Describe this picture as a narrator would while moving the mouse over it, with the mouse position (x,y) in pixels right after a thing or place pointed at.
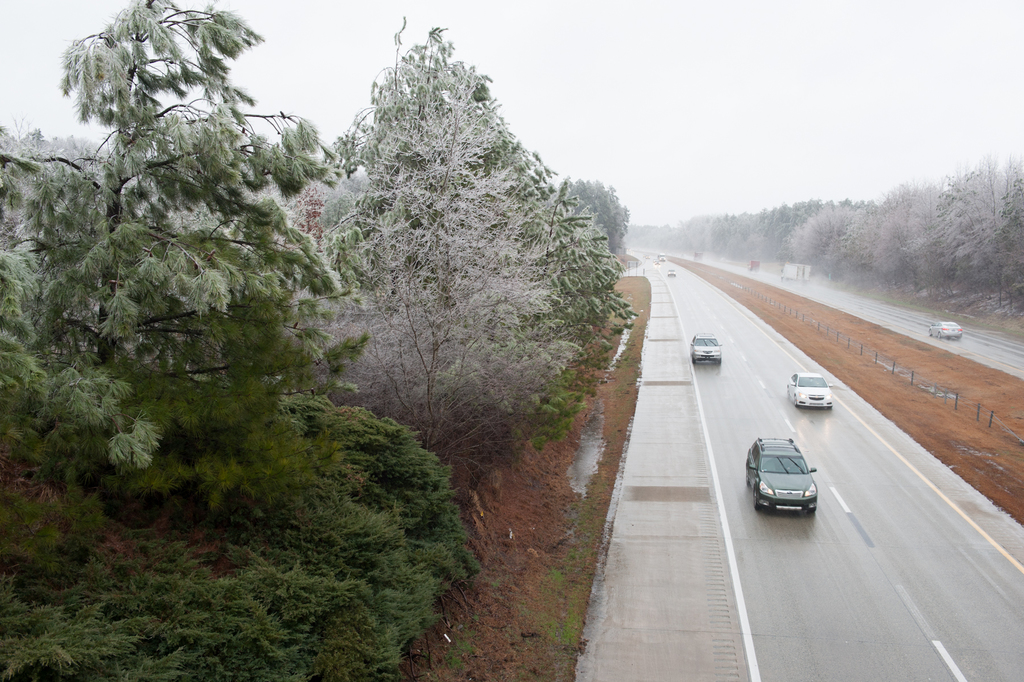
This is an outside view. On the right side (778,503) there are few cars (790,476) on the roads (766,383). On both sides of the roads (649,255) there are many trees (447,241). At the top of the image (792,46) I can see the sky (493,51).
